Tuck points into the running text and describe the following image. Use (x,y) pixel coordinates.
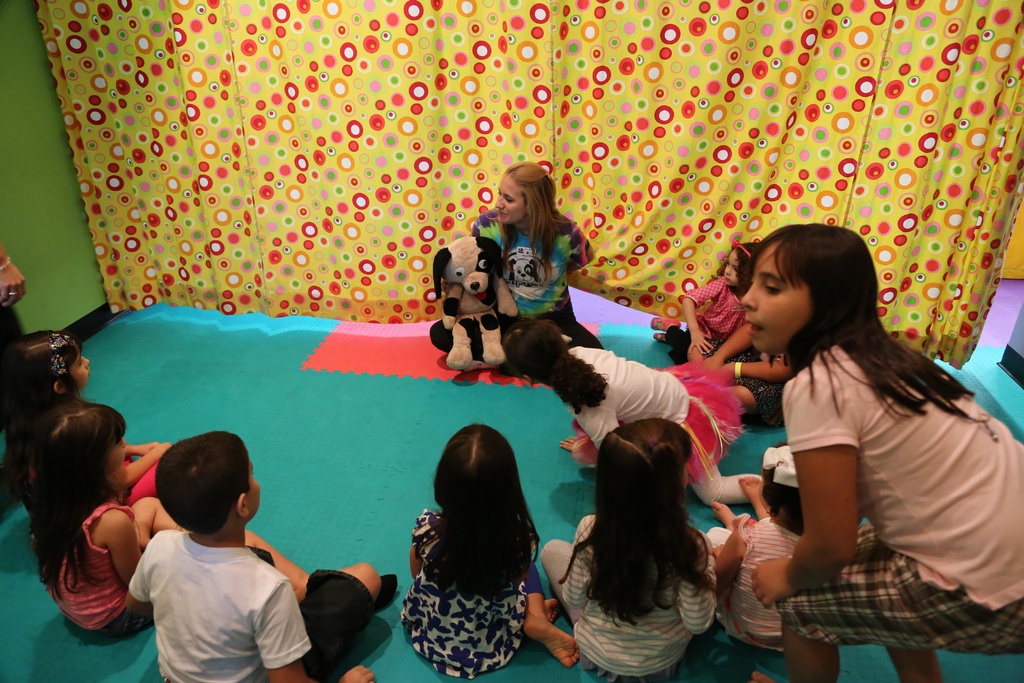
In this image I can see few children (705,339) are sitting on floor (518,387), I can also see one woman (543,180) is sitting and holding a white color soft toy (442,289) and I can also see smile on her face (504,212). In the background (930,185) I can see yellow color curtain (464,139) and on it I can see red and yellow color dots (462,129).
